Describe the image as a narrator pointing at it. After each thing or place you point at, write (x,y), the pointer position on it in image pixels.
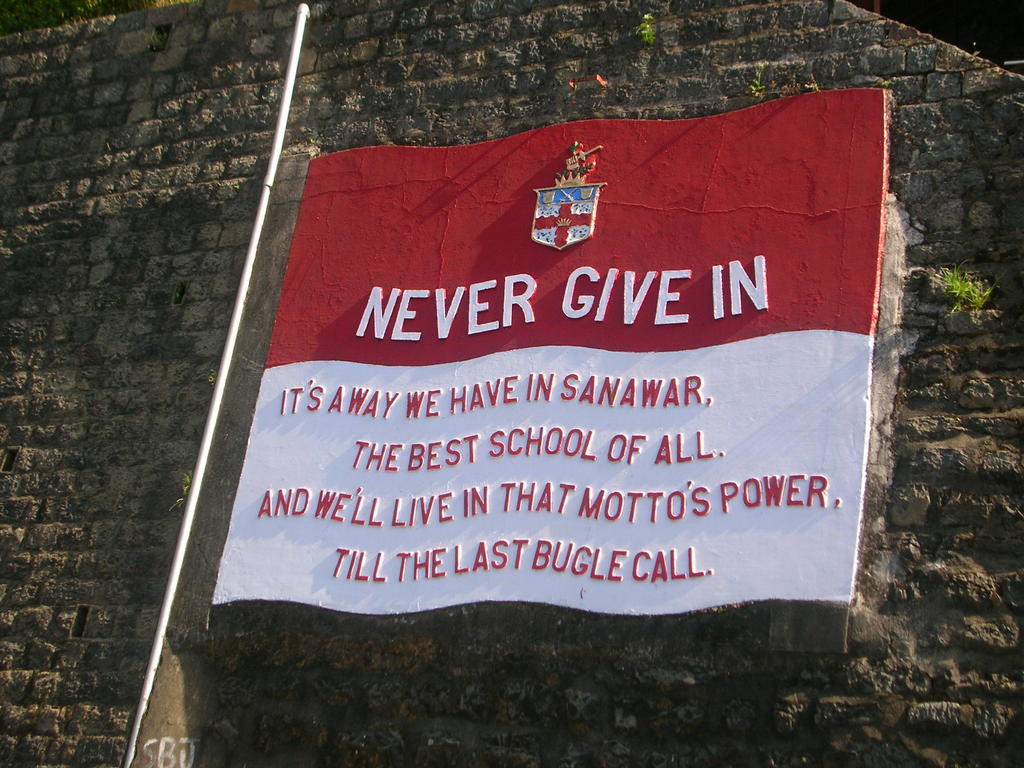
There is a board (833,526) in the center of the image (640,266) on the wall (145,459), there is some text (317,392) on it, there is a pipe (290,89) beside the board (669,270).
